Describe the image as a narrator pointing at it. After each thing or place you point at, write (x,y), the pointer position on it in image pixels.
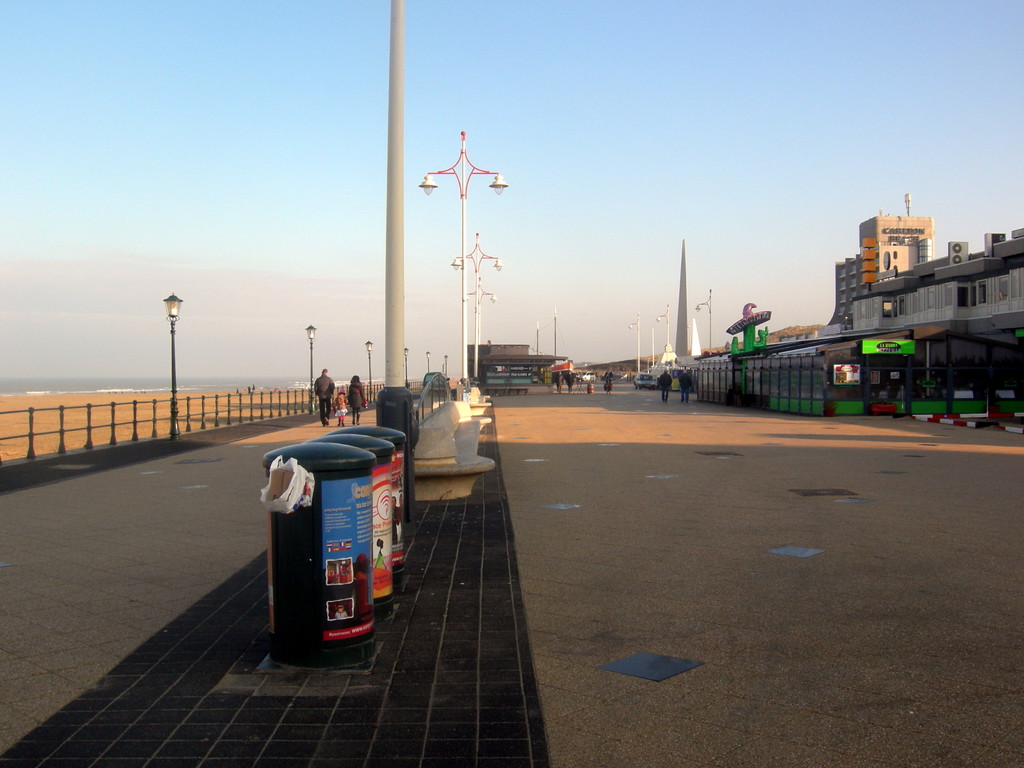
We can see dust bins (395,436), pole (410,483) and objects (437,441) on the platform (220,598). We can see road (882,549), lights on poles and fence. There are people (324,417). Far we can see buildings (525,351), shed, vehicles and poles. In the background (190,370) we can see water (185,383) and sky (219,216).
